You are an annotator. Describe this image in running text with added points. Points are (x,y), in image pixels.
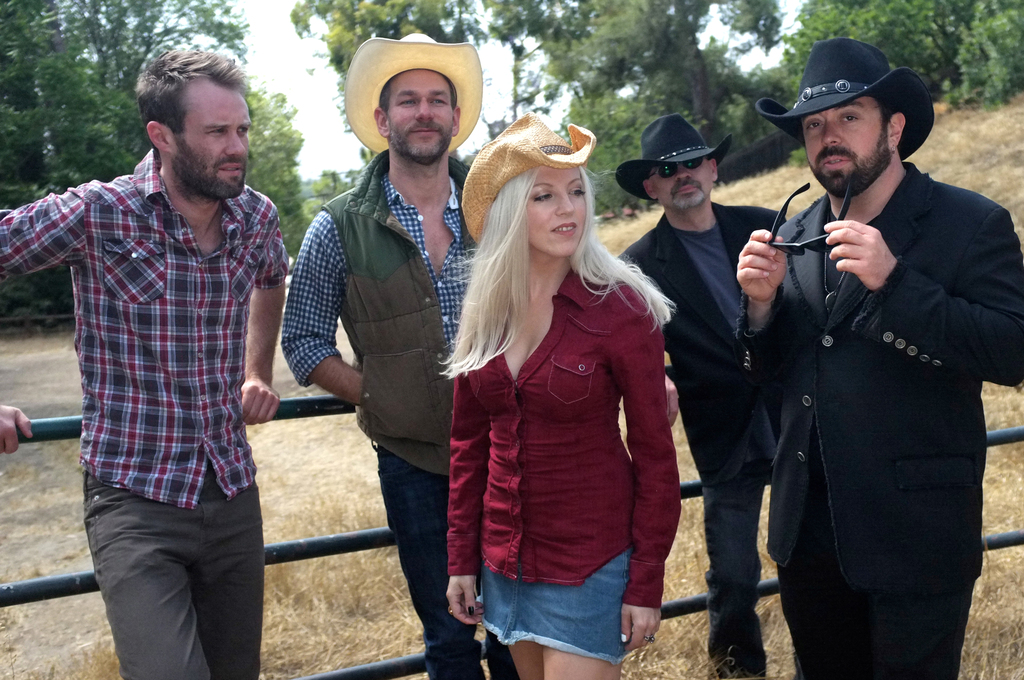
In this image we can see people (520,584) standing. There is a black color railing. In the background of the image (60,26) there are trees (516,70). At the bottom of the image (670,660) there is grass (685,642).
